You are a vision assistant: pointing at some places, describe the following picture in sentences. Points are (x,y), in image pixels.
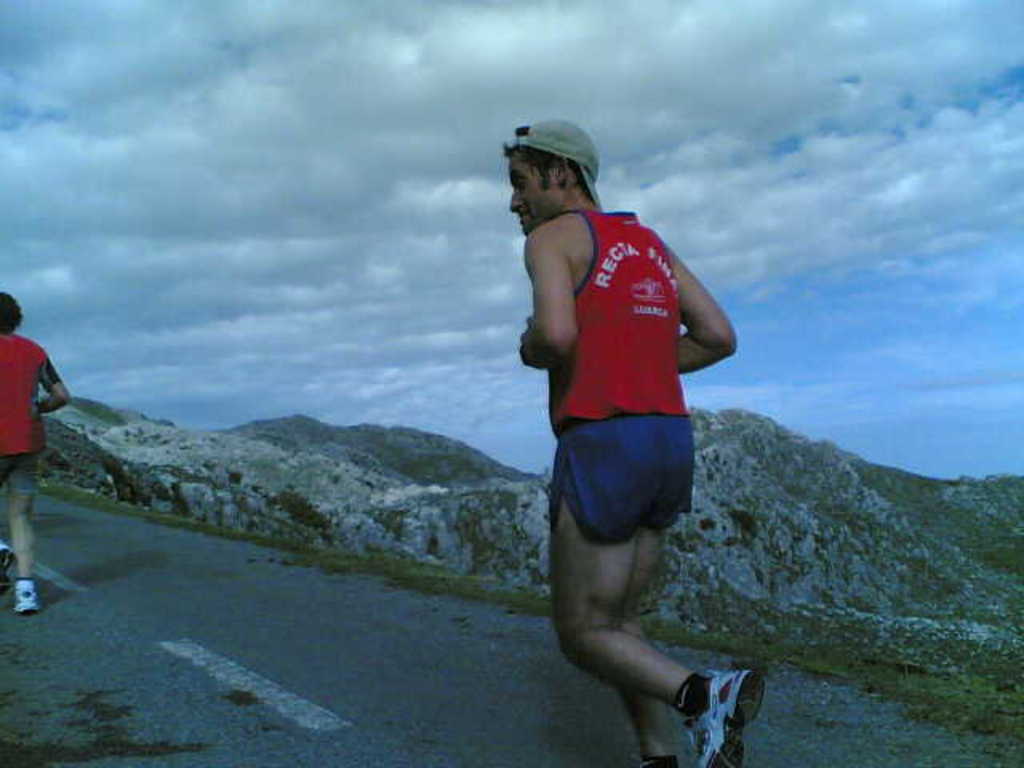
There are two persons (14,391) running on the road (201,619). Background (40,130) we can see hills (787,522) and sky (648,85) with clouds (671,193).
